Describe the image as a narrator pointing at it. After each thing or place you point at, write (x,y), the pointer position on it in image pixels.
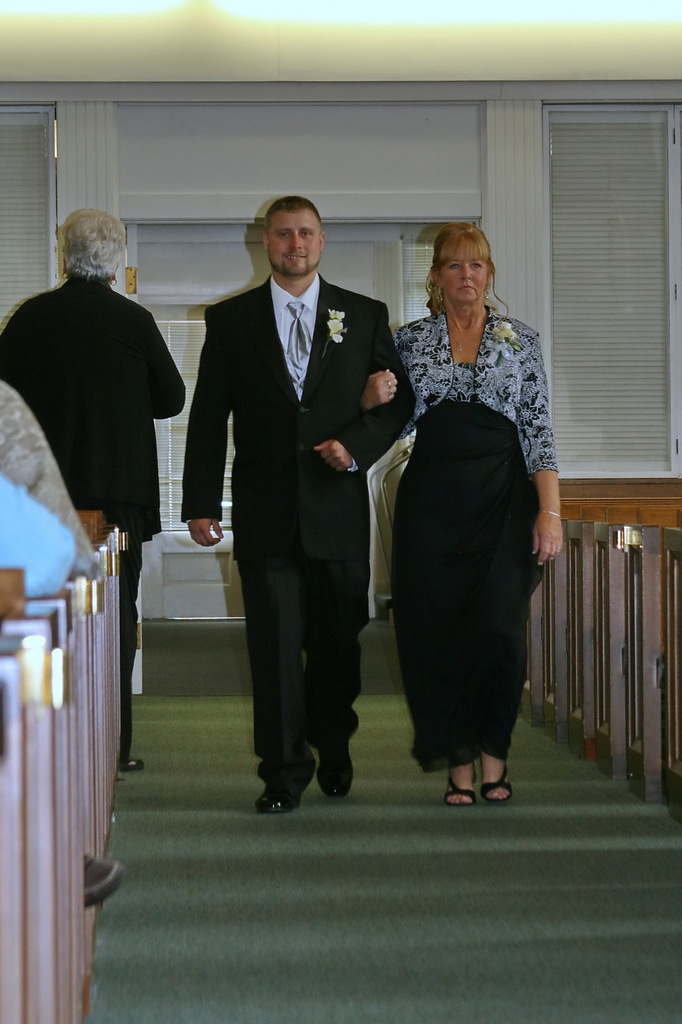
A couple (300,787) is walking on a green carpet (292,820). The person (288,465) at the left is wearing a black suit (331,492). At the left (107,378) there are other people (118,339). At the back (132,176) there is a white background (539,156).
